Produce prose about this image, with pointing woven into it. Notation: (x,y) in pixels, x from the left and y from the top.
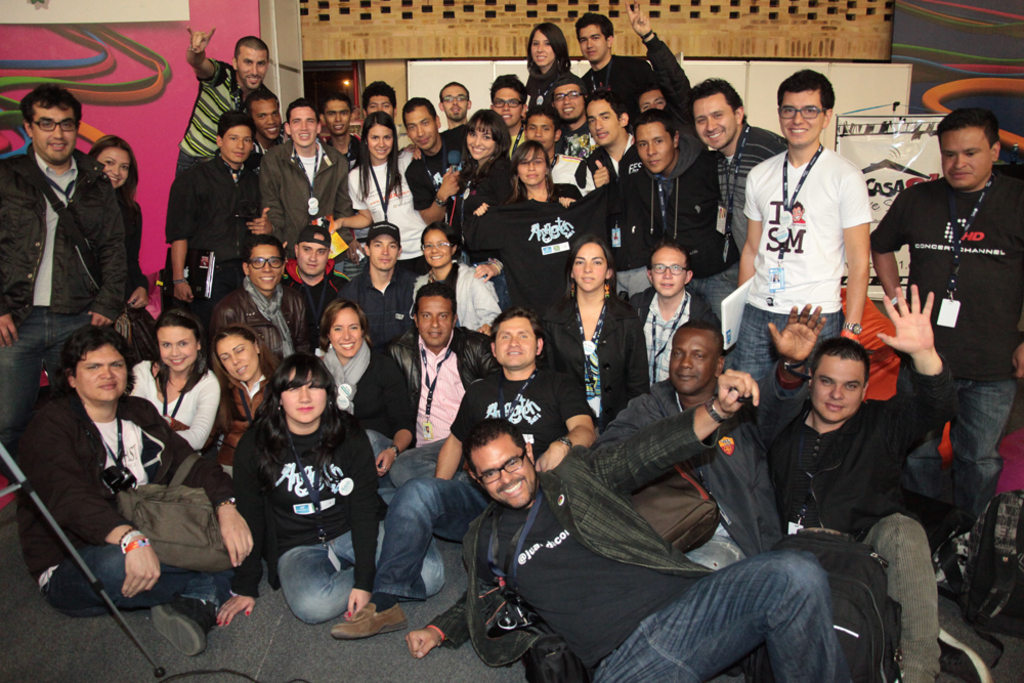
In the image there are a group of people (289,318) posing for the photo and behind them there are some art posters (134,29).
